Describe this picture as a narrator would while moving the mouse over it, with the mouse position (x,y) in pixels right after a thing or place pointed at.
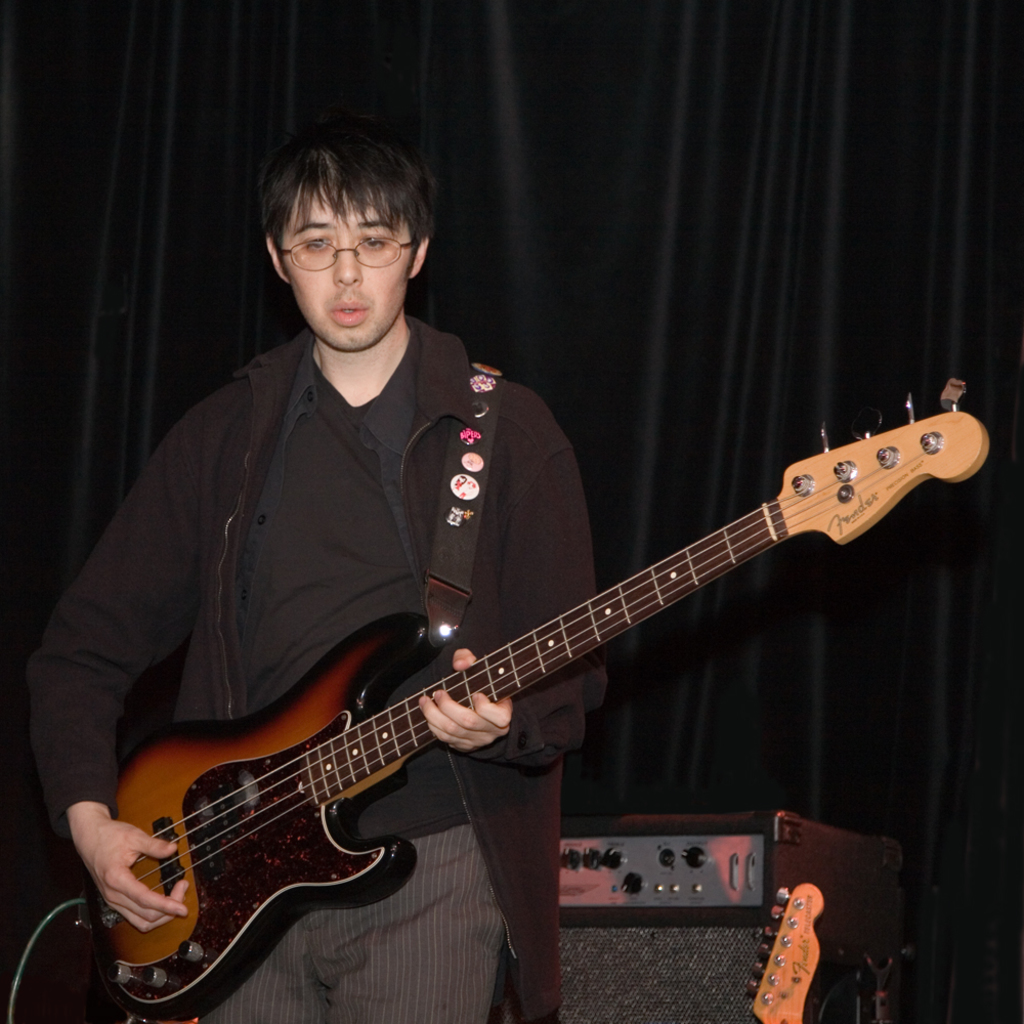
In this image we can see a person (439,677) holding a guitar (384,641) in his hand (489,705) is standing. On the right side of the image (721,892) we can see a speaker (792,879) and a musical instrument (789,912). At the top of the image (810,159) we can see the curtains (810,159).
